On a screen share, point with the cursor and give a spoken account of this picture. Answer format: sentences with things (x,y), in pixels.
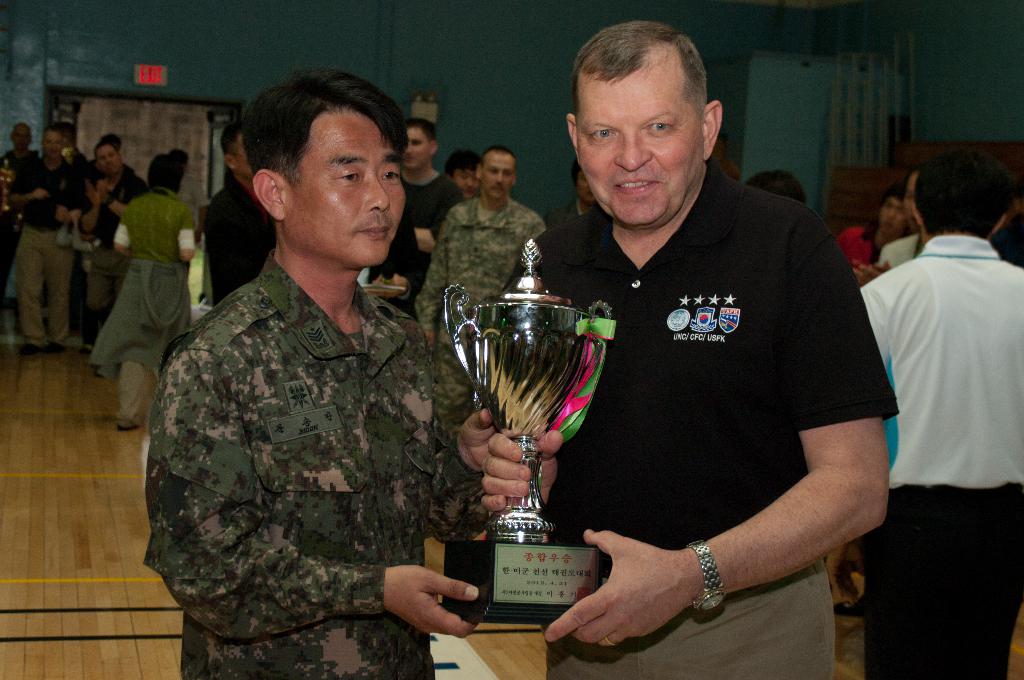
In this image I can see two persons (571,479) holding a trophy (532,558). In the background (348,39) there are group of people (997,170) and there is a wall (259,18). Also there are some objects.
